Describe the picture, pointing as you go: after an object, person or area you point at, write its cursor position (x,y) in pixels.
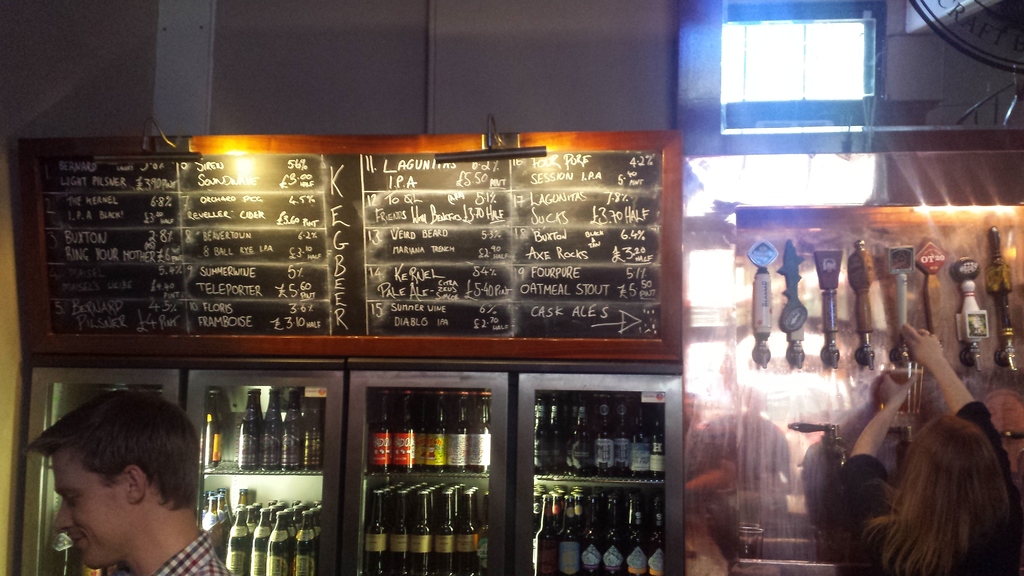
This image is taken indoors. In the background (432,74) there is a wall (894,101) and there is a window (834,94). There are a few people (744,446). There is a board (964,25) with a text (953,21) on it. On the left side of the image (233,229) there is a board (326,209) with a text (403,204) on it. There are two lights (172,158). There are a few refrigerators (286,450) and there are many bottles (575,548) in the refrigerators (341,492). There is a man (121,517). On the right side of the image (1004,362) there are a few objects (860,309). There is a woman (918,456) and she is holding an object (908,405) in her hands (890,403).
